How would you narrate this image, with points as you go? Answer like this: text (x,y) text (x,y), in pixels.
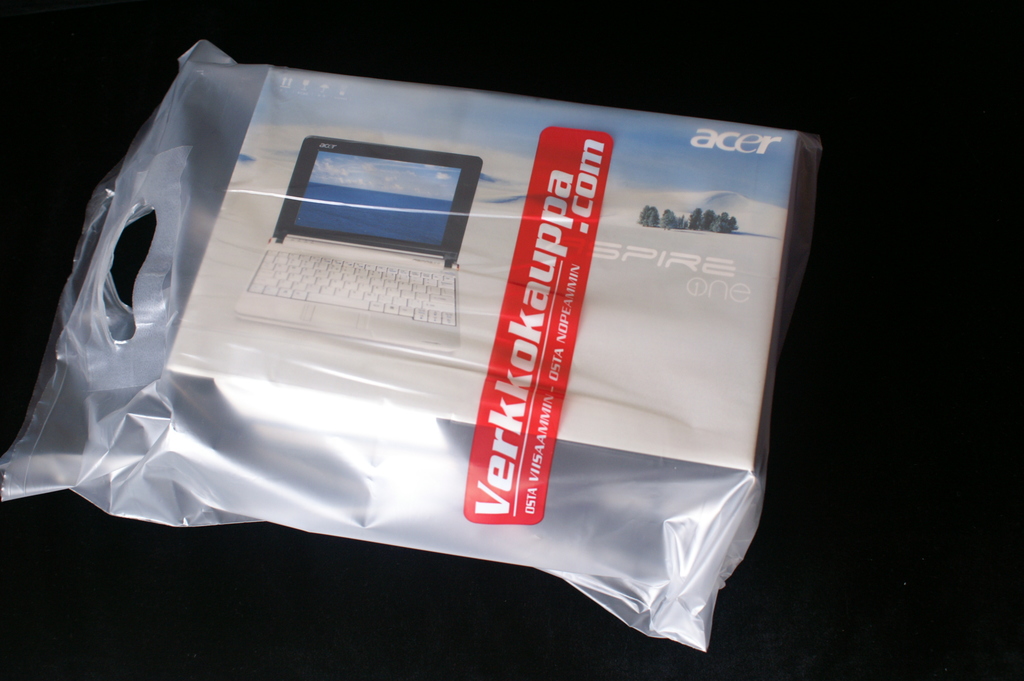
In this image I can see a packet (243,414) and there is a box (403,332) inside it. The box (647,318) is in white and blue color and I can see the print (360,292) of laptop (333,273) on it. It is on the black color surface (715,39).
